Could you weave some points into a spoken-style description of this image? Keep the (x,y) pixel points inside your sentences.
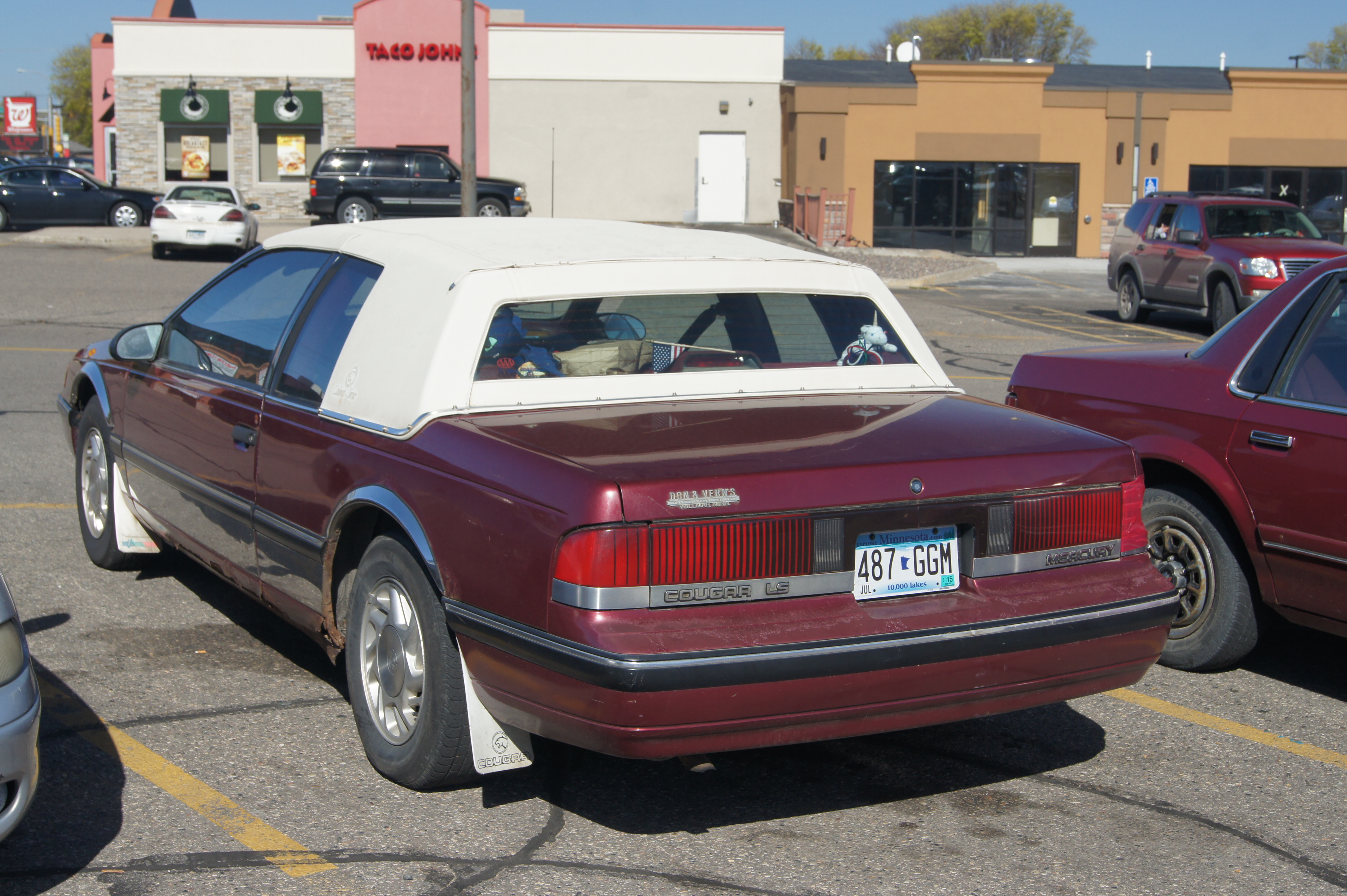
In this image we can see group of vehicles (1162,446) parked on the road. In the background (1221,131), we can see buildings (367,113) with glass doors (1283,172), windows (312,147), a group of trees (86,114) and a satellite dish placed on the surface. At the top of the image (1307,5) we can see the sky (655,17).
